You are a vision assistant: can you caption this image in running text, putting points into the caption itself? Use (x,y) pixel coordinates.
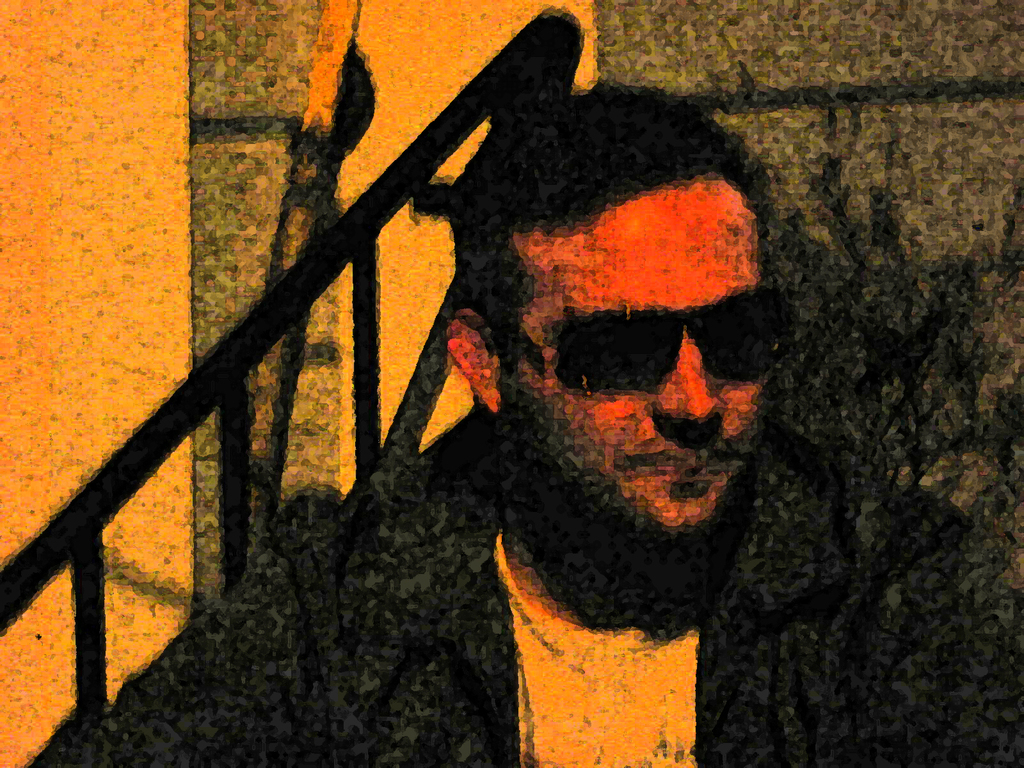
It is an edited picture. In this image, we can see a person (437,541) wearing goggles (641,362). Background (898,148) we can see a wall (866,60), few rods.
